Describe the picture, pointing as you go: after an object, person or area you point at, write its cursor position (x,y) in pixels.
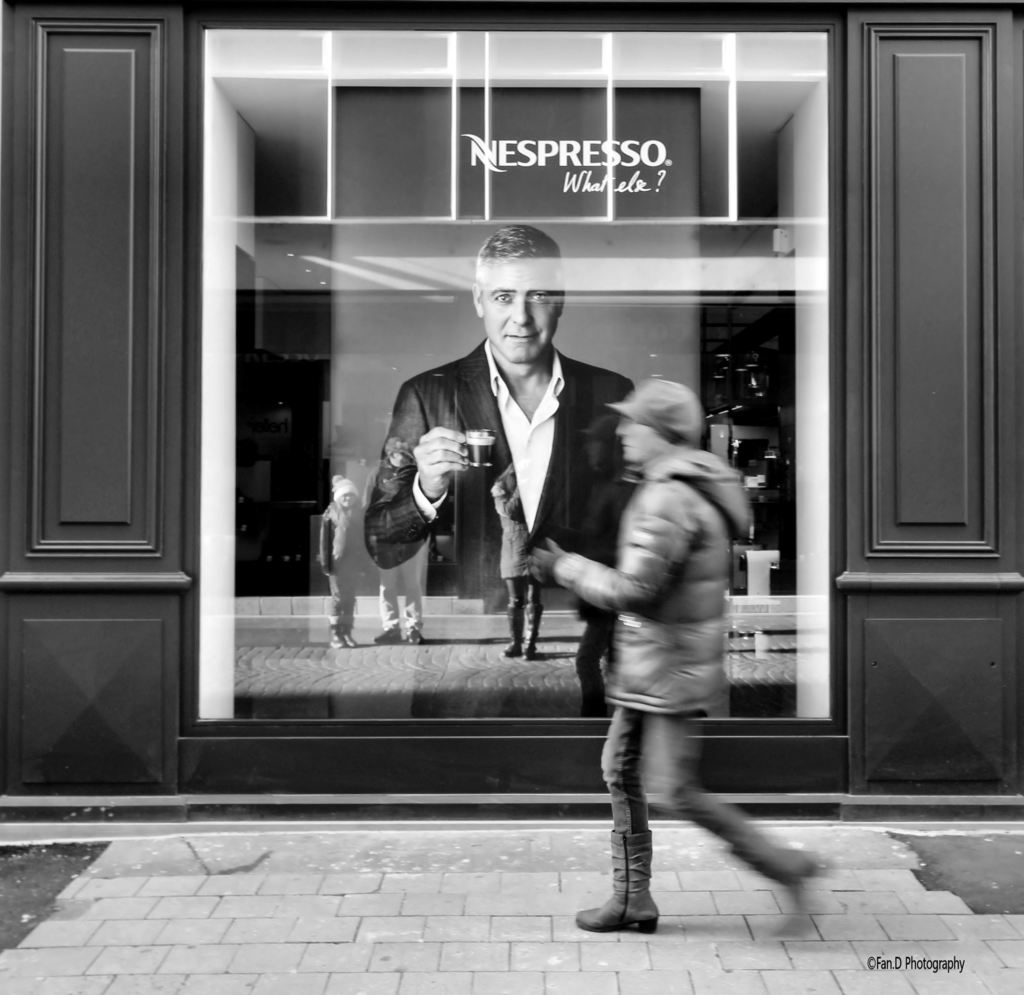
This is a black and white image. I can see a person (683,740) walking. This looks like a poster (408,300) of the man (537,445) holding a cup (472,433). I think this poster (553,420) is inside the building (329,72). I can see the reflection (522,558) of few people (344,535) standing in the glass (530,545). This looks like a wooden board (922,782).
